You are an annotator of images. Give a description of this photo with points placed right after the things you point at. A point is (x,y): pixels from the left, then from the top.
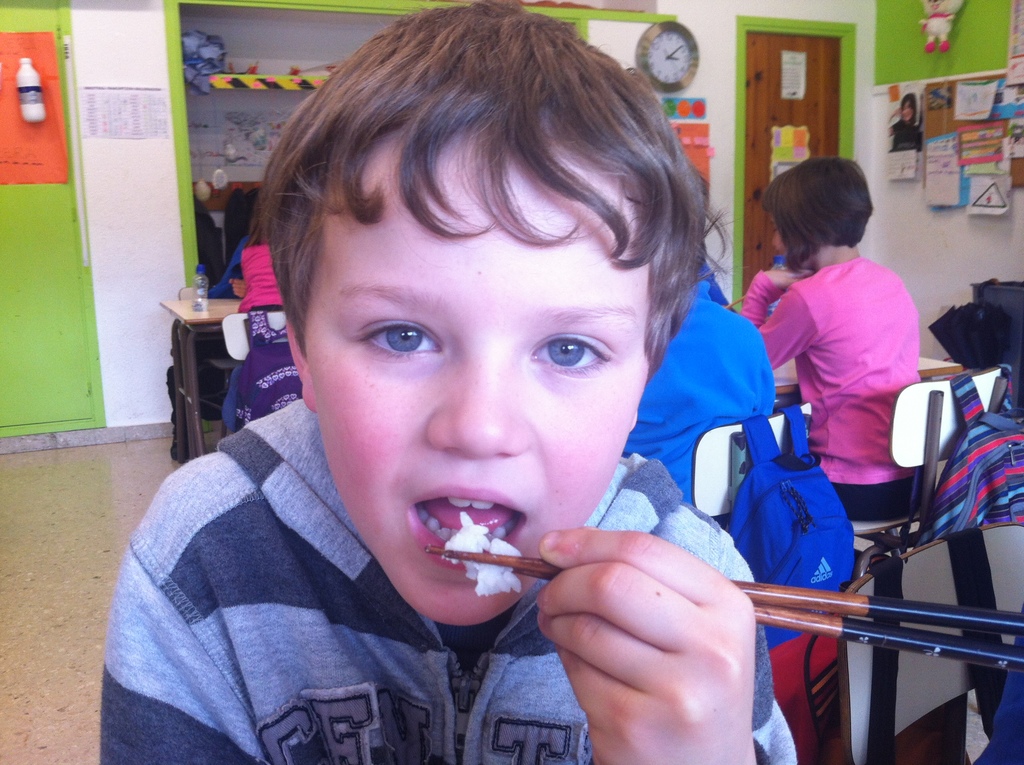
The boy (471,295) in front of the picture wearing grey and black jacket (380,599) is eating food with chopsticks (800,591). Behind him, we see children (740,398) sitting on the chairs (906,430). Behind him, we see a wall (105,343) which is in green and white color. On the right side (934,226), we see a white wall (878,96) on which charts (997,208) and posters (894,152) are pasted. Beside that, we see a brown door (751,81). Beside that, we see a wall clock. This picture is clicked in the classroom (38,695).
